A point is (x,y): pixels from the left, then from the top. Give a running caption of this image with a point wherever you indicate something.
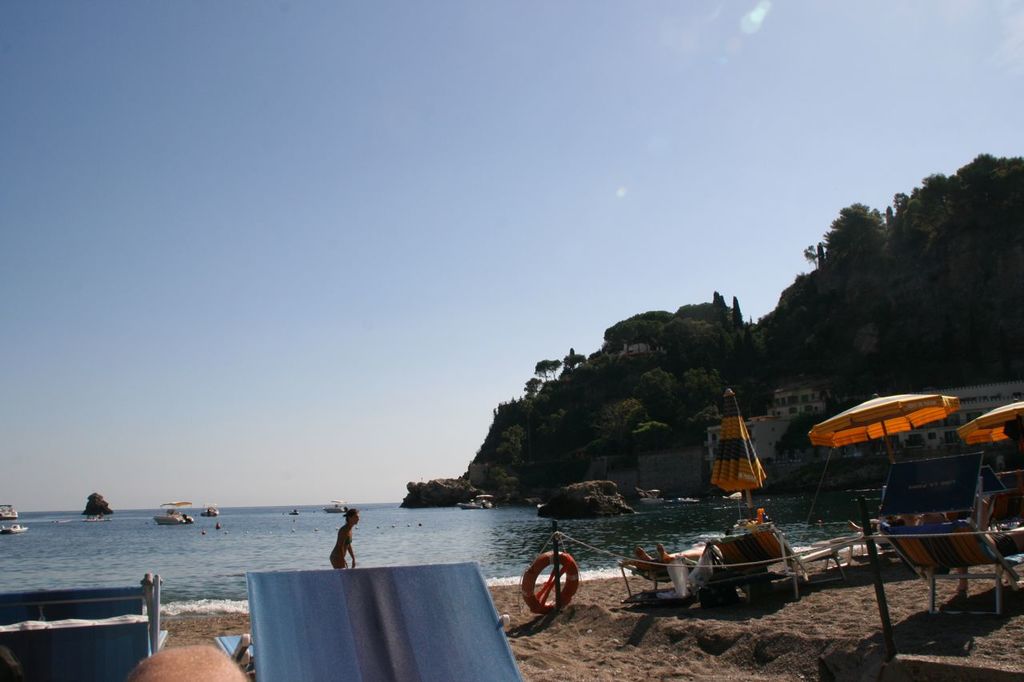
This is a beach (805,592). Here I can see many chairs (927,492) and umbrellas (737,472). Few people (232,670) are sitting on the chairs (273,616). On the left side (9,530) there are few boats (212,507) on the water (255,520). On the right side (894,330) there are many trees (669,397) and hills (701,355). At the top of the image (447,117) I can see the sky (447,117) in blue color.
